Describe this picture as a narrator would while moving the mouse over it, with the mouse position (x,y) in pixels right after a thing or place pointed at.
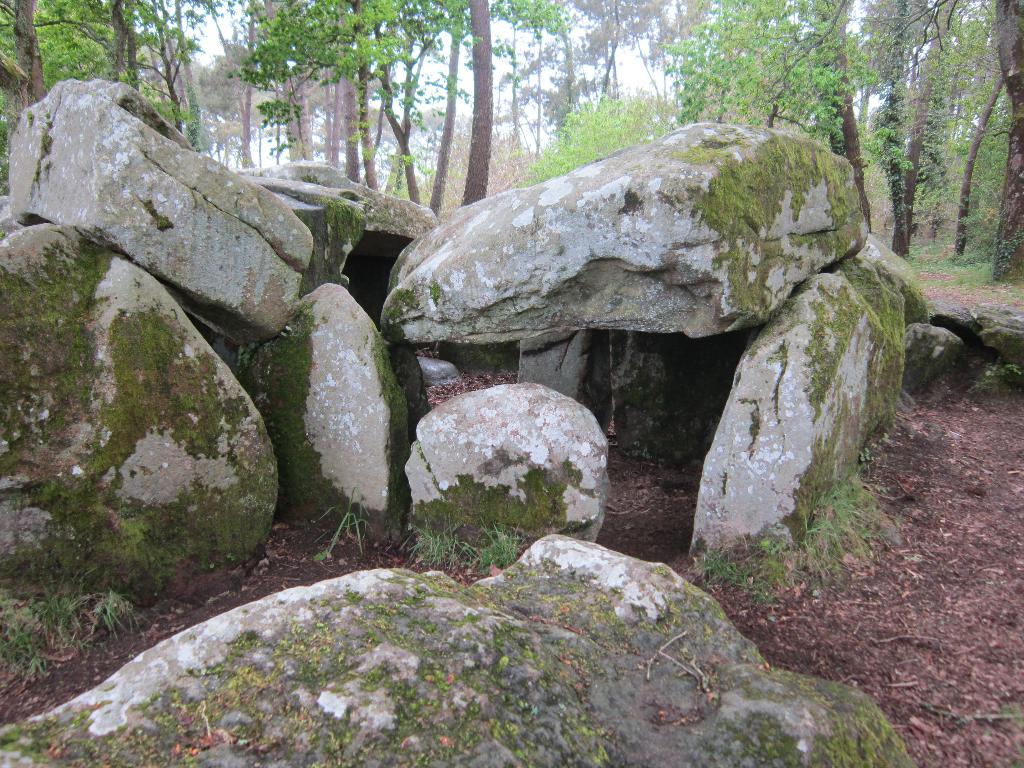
In this picture we can see rock (245,191) with land (900,661) along it and in back (1020,46) side we can see trees (673,110) and on this rocks (783,134) full with algae (772,172).
